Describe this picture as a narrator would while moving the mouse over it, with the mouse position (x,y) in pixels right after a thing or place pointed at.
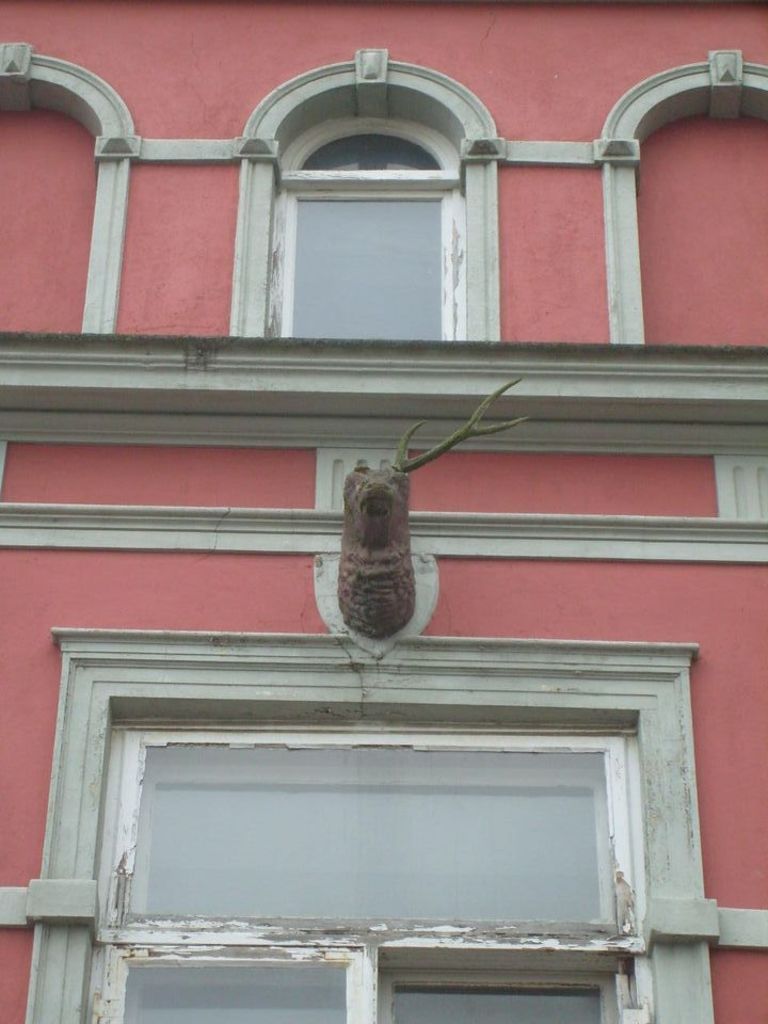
In this image I can see the statue (340,559) to the building (245,493). To the building (652,494) I can see the windows (380,737) and it is red color.
